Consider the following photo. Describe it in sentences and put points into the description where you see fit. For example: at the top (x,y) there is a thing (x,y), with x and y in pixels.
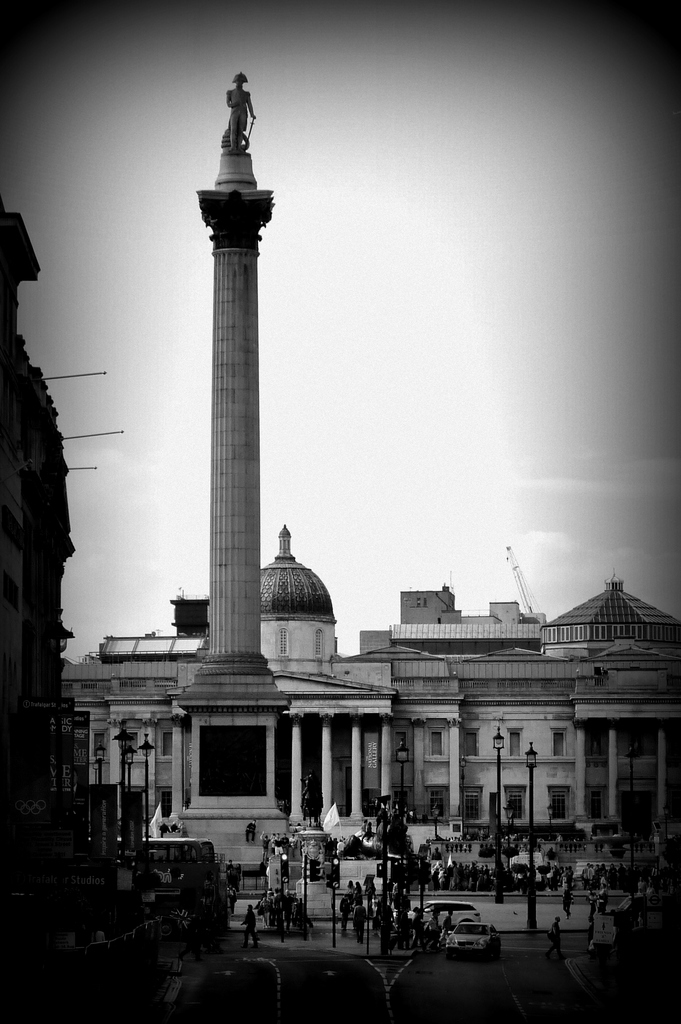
In this picture we can observe a pillar (231,369) on which there is a statue (237,85). There are some poles (368,933) and a building (383,702) on which we can observe a dome (292,600). In the background (433,386) there is a sky (343,310). This is a black and white image.
